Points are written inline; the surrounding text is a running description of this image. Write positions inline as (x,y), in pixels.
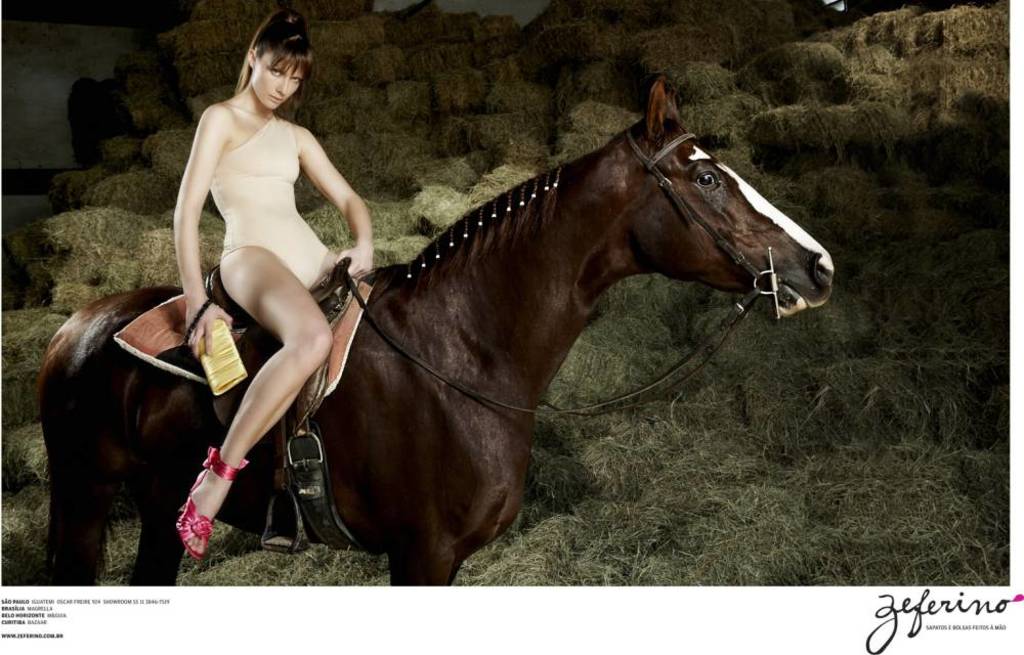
here we can see a woman (310,146) sitting on the horse (662,167), and holding something in her hand (215,310), and at side there is the grass (705,117).
